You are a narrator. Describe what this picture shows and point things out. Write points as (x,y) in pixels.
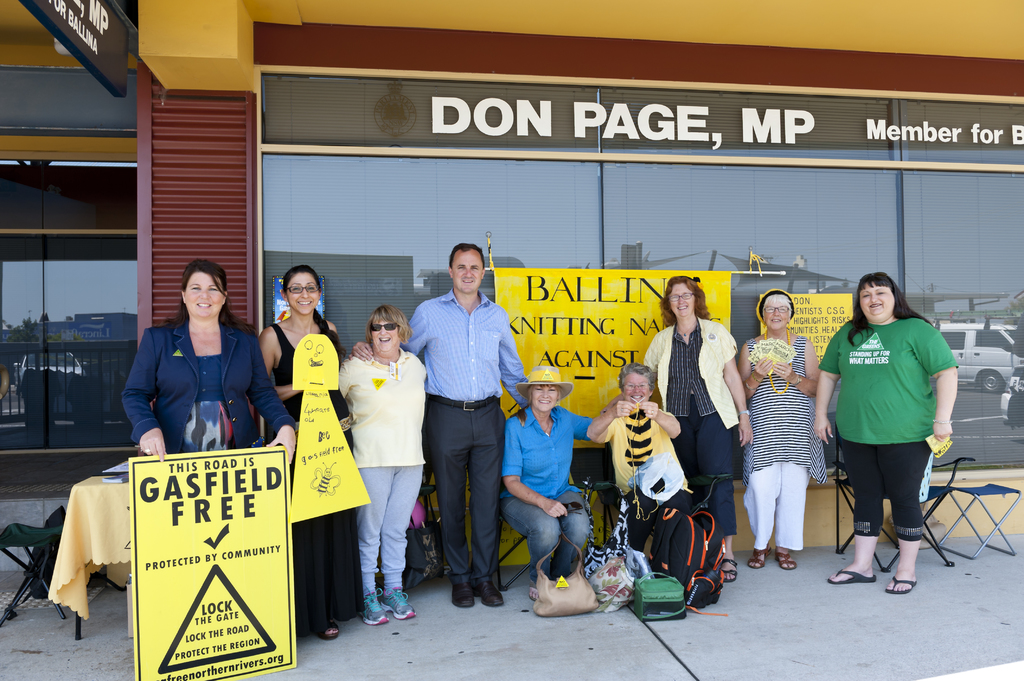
In this image we can see there are a few persons (410,450) standing and holding papers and boards (258,597) and there are two persons (541,460) sitting on the chair (611,499). And at the side there are chairs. In front of the persons (726,558) we can see the cover (631,563) and bags (699,561). And at the back (393,148) we can see the windows (679,115) with text (748,131) and there is the board (110,38) attached to the wall (164,20).
